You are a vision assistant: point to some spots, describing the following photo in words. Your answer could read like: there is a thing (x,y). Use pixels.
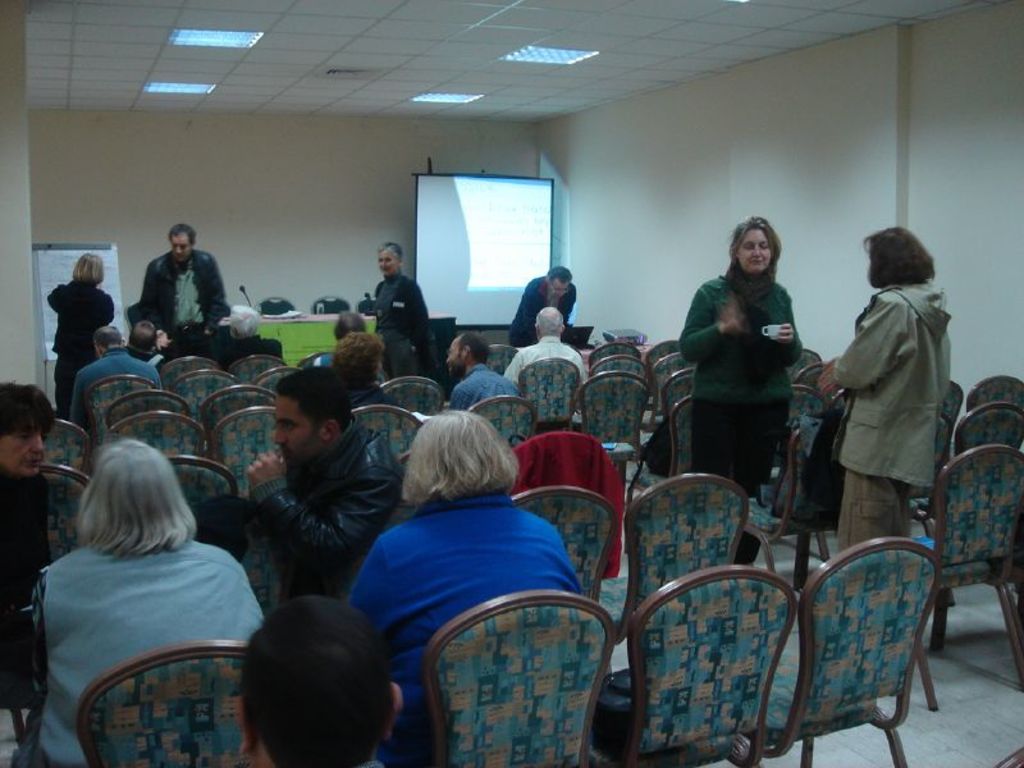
In this image i can see a group of people (349,371) sitting in a chair (383,434) at the back ground (184,305) i can see few man (190,320) standing, a screen (463,246) and a wall (268,202).
